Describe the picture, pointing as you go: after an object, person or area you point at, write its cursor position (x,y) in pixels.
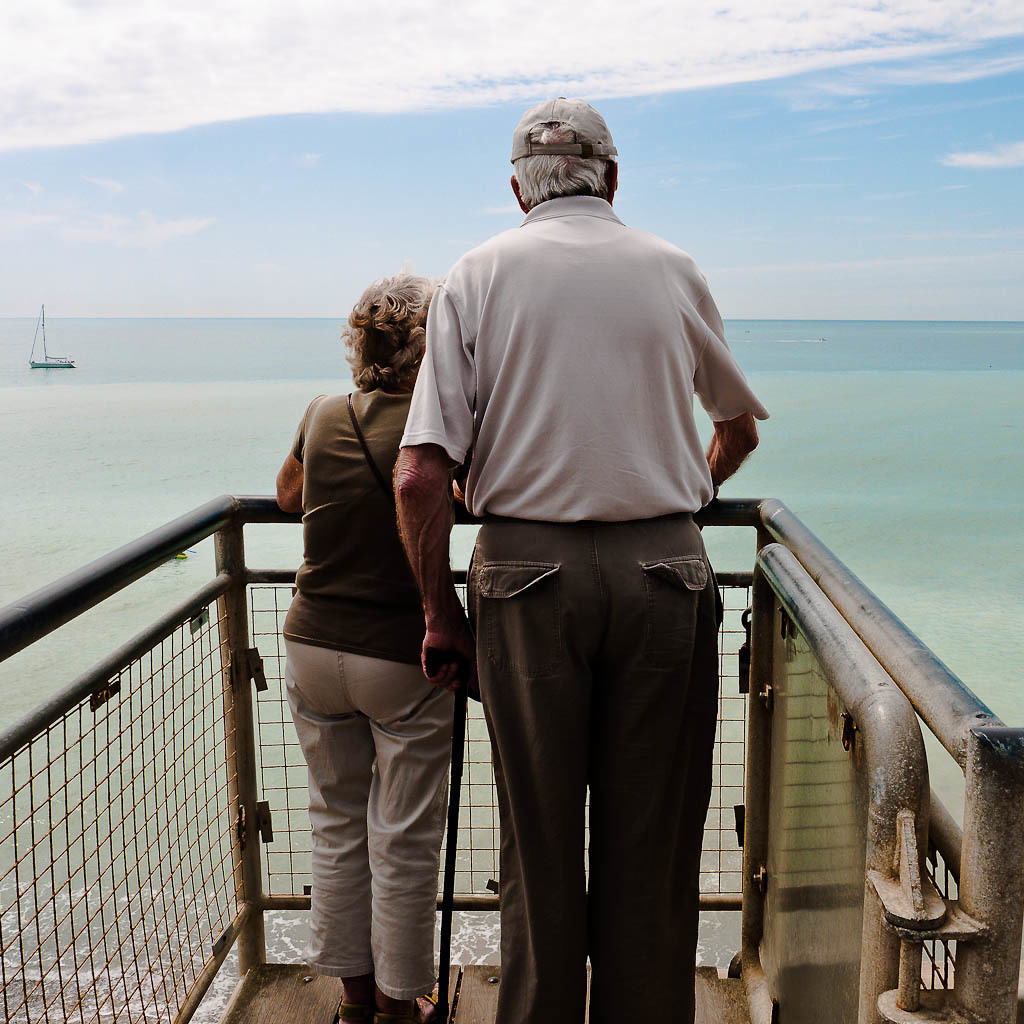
In this image two people (430,820) are standing on the platform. In front of them there is sea (809,417). We can see boat (36,345) on the water (127,332). At the background (280,143) there is sky (801,129).
